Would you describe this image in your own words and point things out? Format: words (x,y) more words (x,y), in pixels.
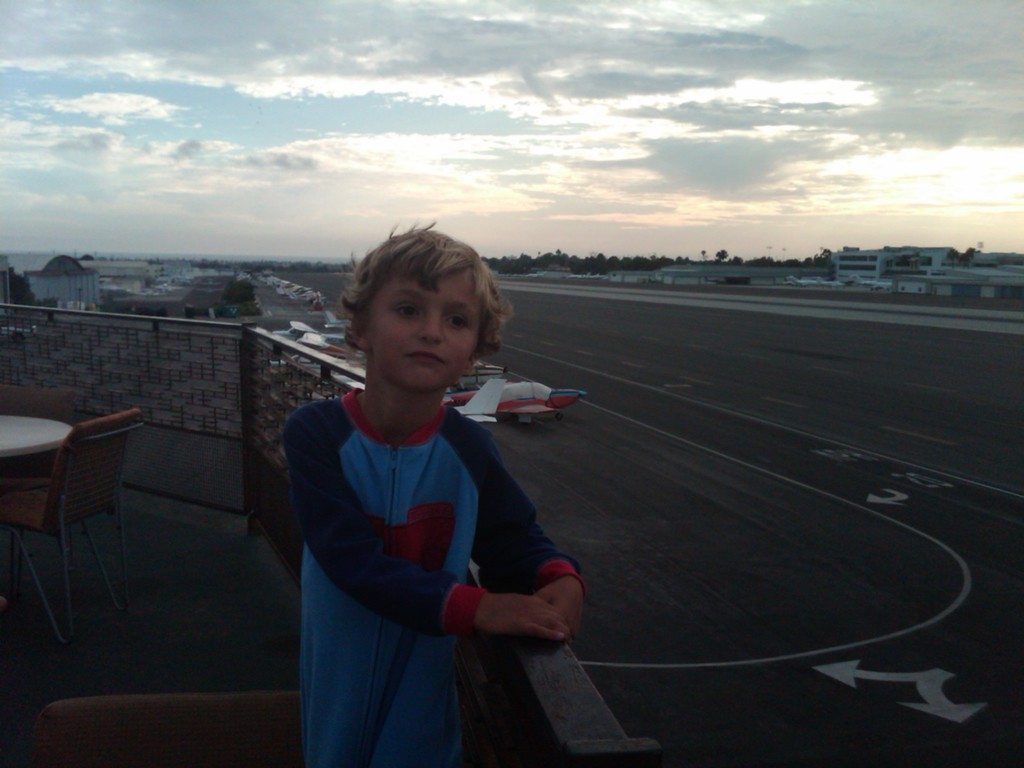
In this picture, there is a kid (407,541) standing beside the hand grill (497,700). He is wearing a blue dress (408,619). Towards the left (68,442), there is a table (50,442) and a chair (48,479). Towards the right (854,574), there is a road (694,601). On the road (531,434), there are planes (471,372). In the background (140,198), there are buildings (969,271), trees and a sky (396,196).
